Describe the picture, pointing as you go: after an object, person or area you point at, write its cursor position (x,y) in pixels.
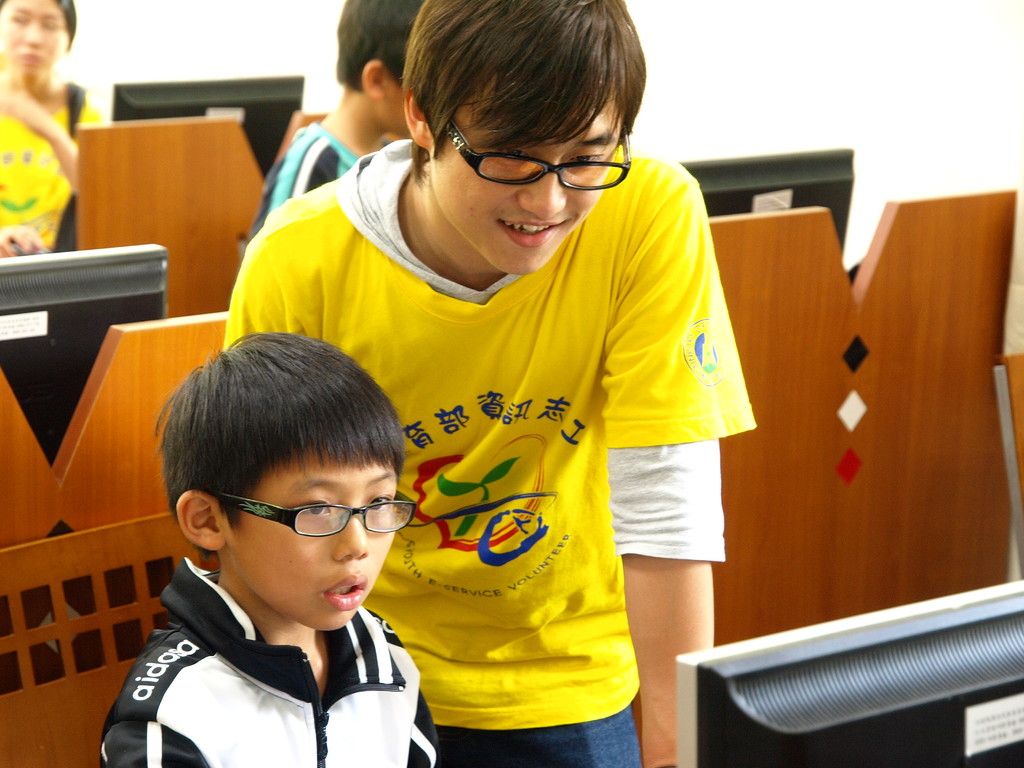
There is a man (425,340) and a boy (356,641). Both are wearing specs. In front of them there is a computer (822,689). In the back (180,180) there are table (152,327). On the tables (108,213) there are computers (809,181).
